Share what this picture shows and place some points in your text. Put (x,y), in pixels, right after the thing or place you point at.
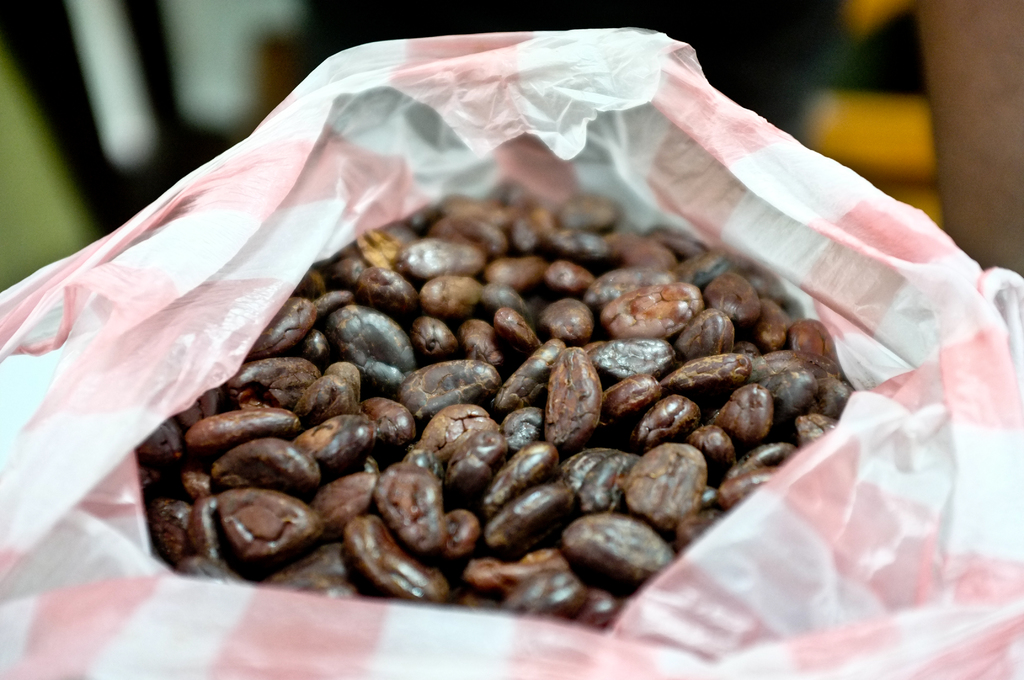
This image consists of seeds (514,432) which are in the center (434,402) in the polythene bag (857,551) and the background (160,73) is blurry.
